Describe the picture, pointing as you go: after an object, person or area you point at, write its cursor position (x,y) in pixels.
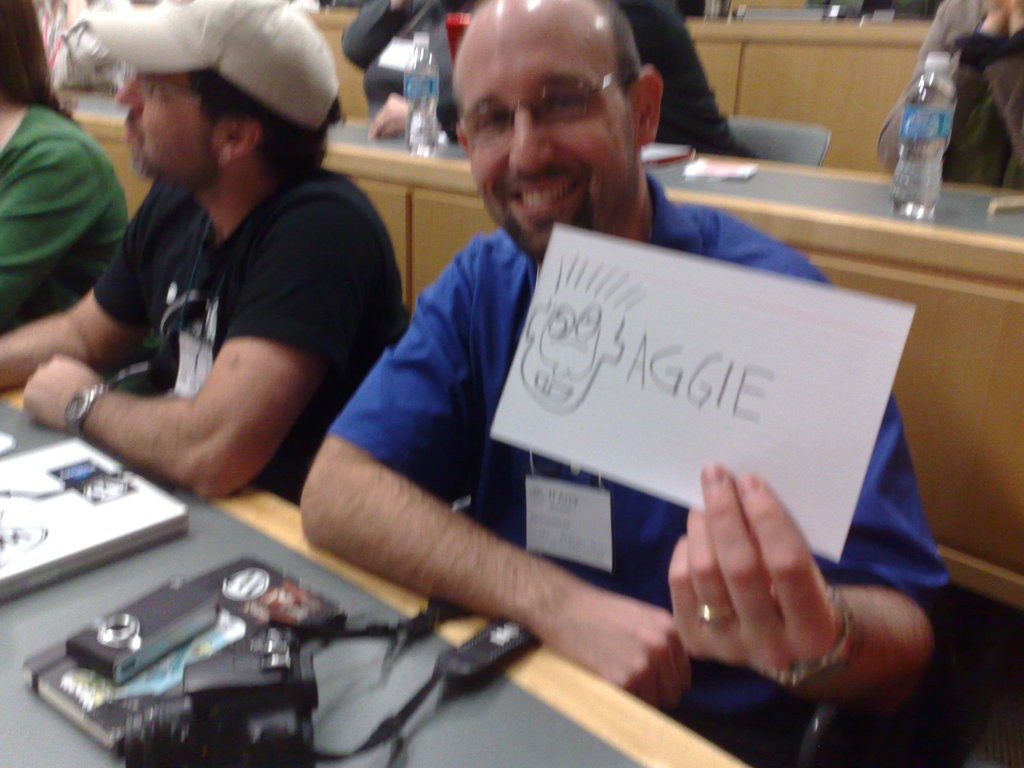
in the picture we can see a persons (542,184) sitting near the table (688,179) on the chair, a person (420,441) is holding a card (662,390) with letters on it, we can see different items (177,621) on the table (190,552) such as laptop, cable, camera (282,711), water bottle (909,213), tissue (700,163).
